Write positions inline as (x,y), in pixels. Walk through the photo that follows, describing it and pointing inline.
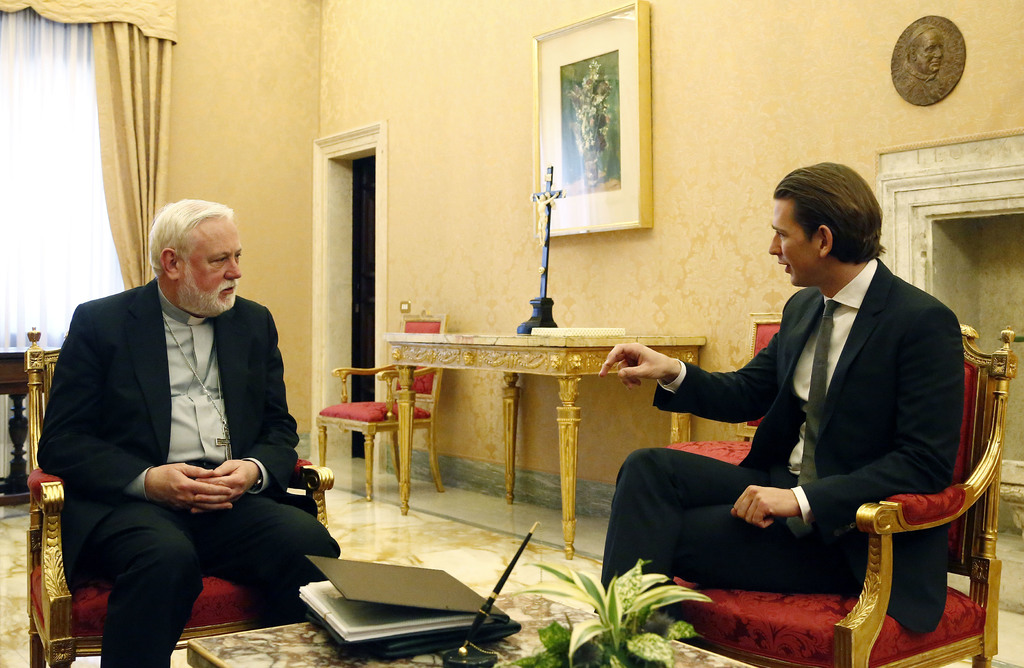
To the left side (130,379) there is a man (117,390) with black jacket (115,423) is sitting on the chair (61,542). And to the right side (908,400) there is another man (912,351) with black jacket (902,366) is sitting on chair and he is talking. In front of them there is a table (526,603) with book (377,580), pen (500,587) and a plant (624,636) on it. In the middle (574,422) there is a table (526,341) with cross symbol (546,196) on it. On the wall (662,201) there is a photo frame (622,187). And to the left side (71,115) corner there is a window (51,85) with curtain (128,131). And we can see a door (361,245).
